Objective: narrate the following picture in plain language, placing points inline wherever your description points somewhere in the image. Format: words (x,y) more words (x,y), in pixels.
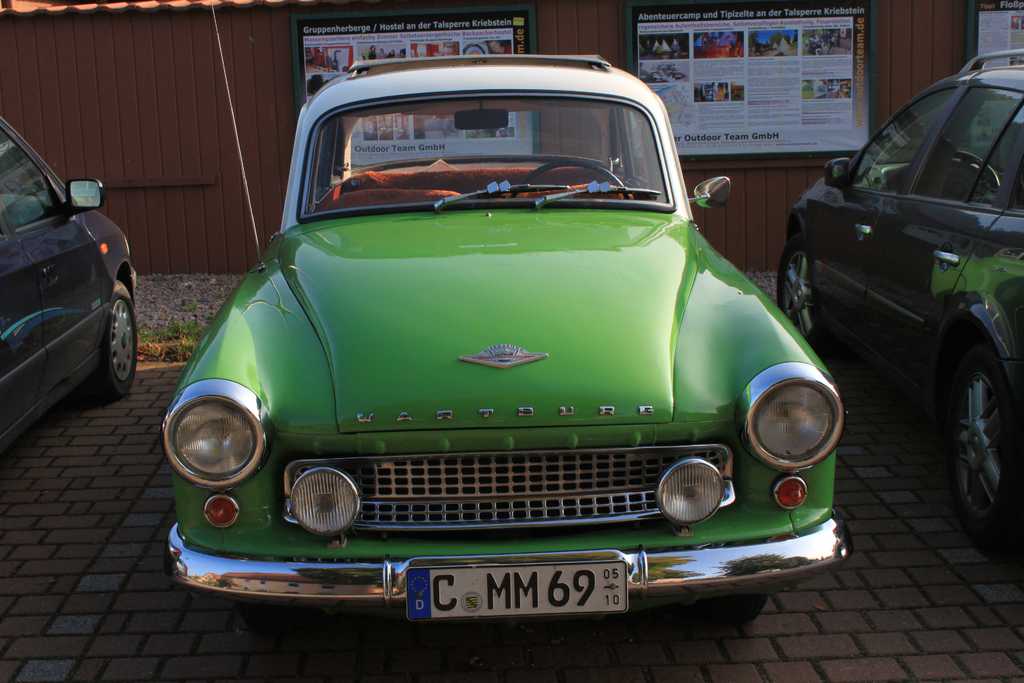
In this picture we can see there are three vehicles (534,348) parked. Behind the vehicles (440,496), there are boards (864,101) attached to a wall (192,116).
